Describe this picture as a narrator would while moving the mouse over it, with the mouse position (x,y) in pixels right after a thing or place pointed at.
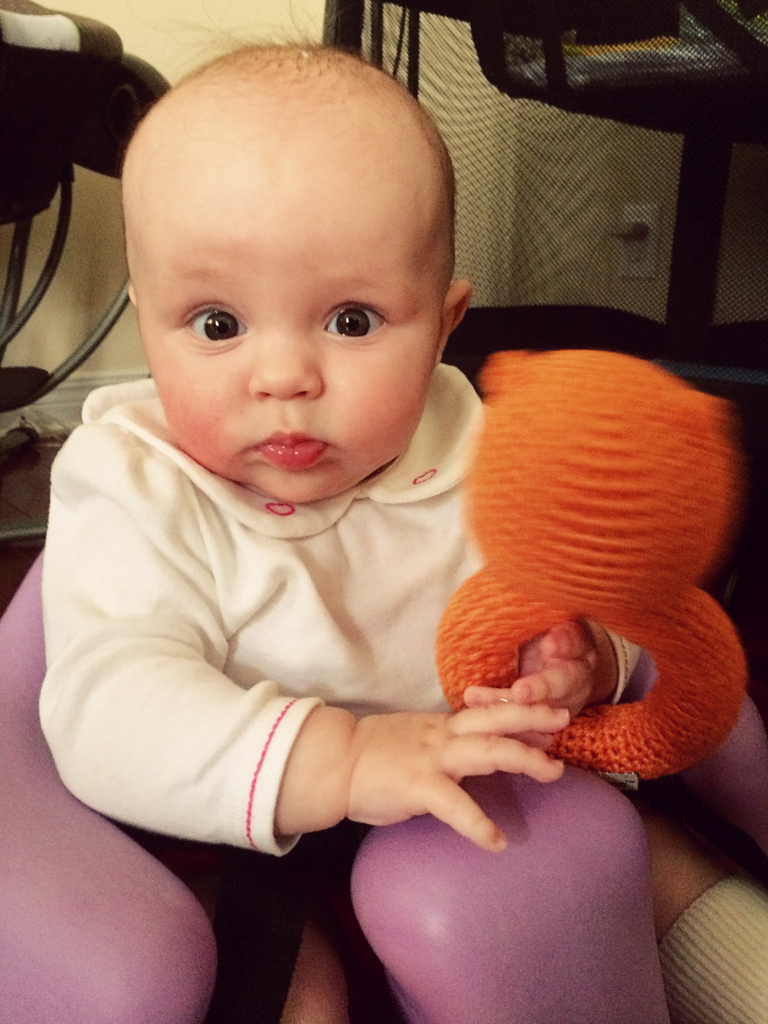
In this image we can see a baby (126,486) sitting and holding something in the hand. In the background (142,79) there are some objects (110,95).
